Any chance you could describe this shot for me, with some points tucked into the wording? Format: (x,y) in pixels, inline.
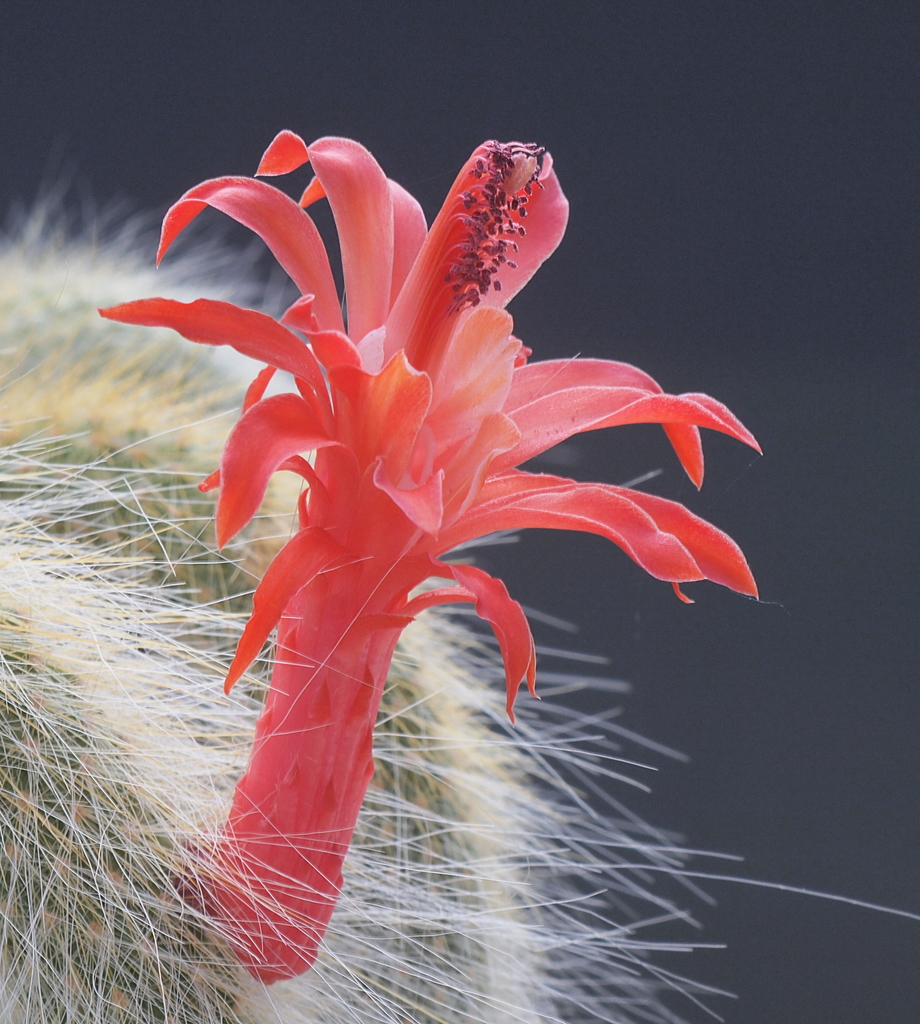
This is the picture of a flower (516,463) which is to the cactus plant (67,618).
